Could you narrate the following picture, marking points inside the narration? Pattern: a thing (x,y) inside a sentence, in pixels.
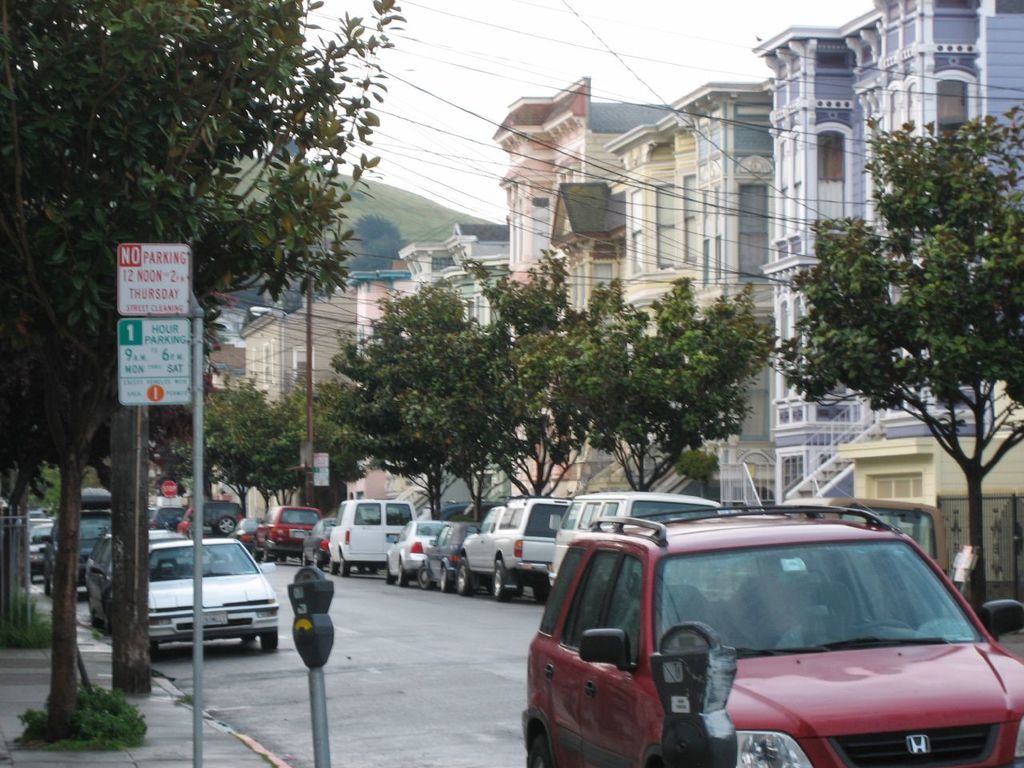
In this image I can see few vehicles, trees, signboards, poles (312,701), few buildings (653,173), windows (665,248), parking meter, light pole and wire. The sky (461,158) is in white color.
